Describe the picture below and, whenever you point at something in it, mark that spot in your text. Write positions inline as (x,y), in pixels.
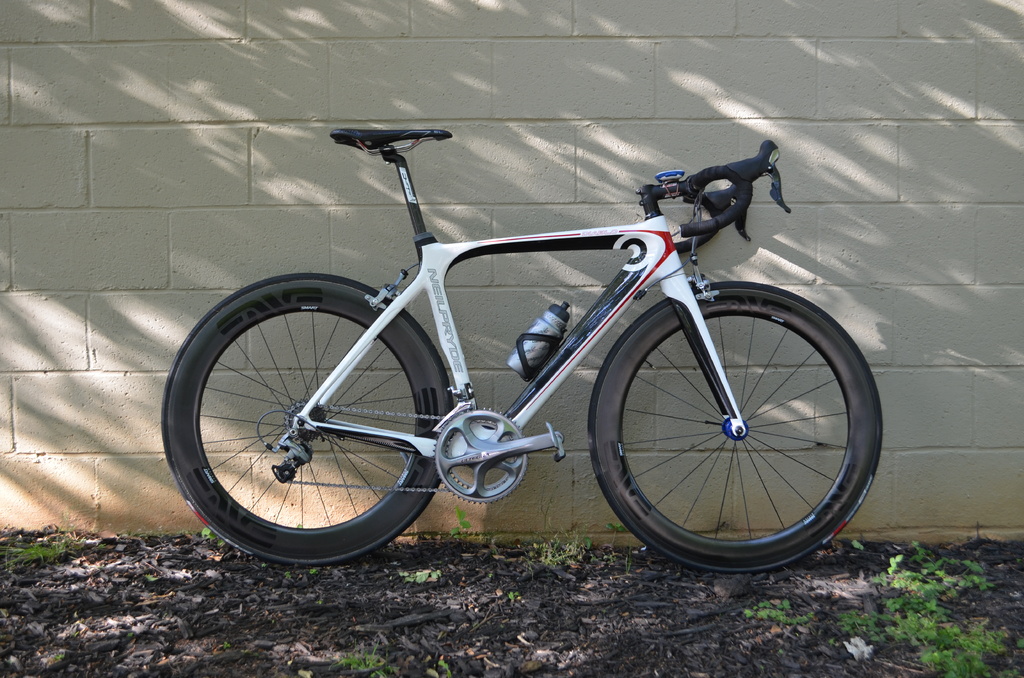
In this image in the center (586,245) there is one cycle (505,447) and in the cycle (491,451) there is one bottle (517,363), at the bottom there is grass (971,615) and some plants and in the background (177,193) there is wall (1016,207).
